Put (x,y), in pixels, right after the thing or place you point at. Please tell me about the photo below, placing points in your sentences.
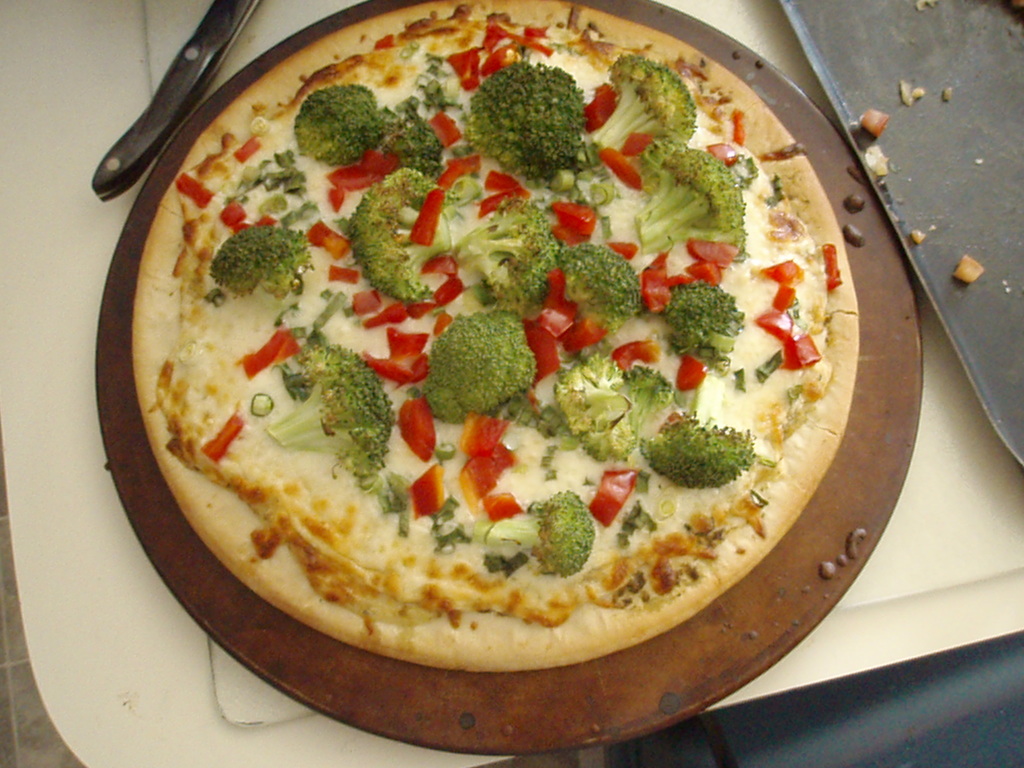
In the image there is a white tray (972,547). On the tray (271,740) there is a round shape wooden object (727,50) with pizza (369,387) on it. And also there is a knife (223,45) on the tray (106,123). On the right side of the image (899,149) there is a black tray (897,142).
